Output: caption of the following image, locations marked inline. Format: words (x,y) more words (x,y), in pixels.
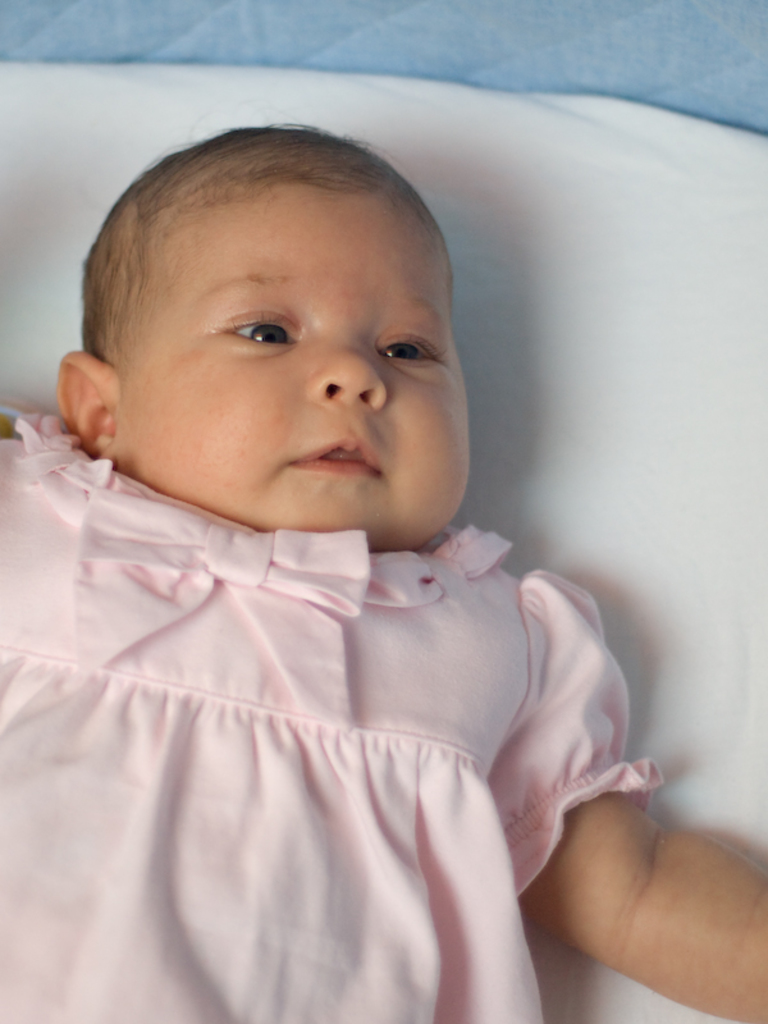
There is a baby (313,493) in light pink color dress (146,884), laying on the white color bed (558,203).
